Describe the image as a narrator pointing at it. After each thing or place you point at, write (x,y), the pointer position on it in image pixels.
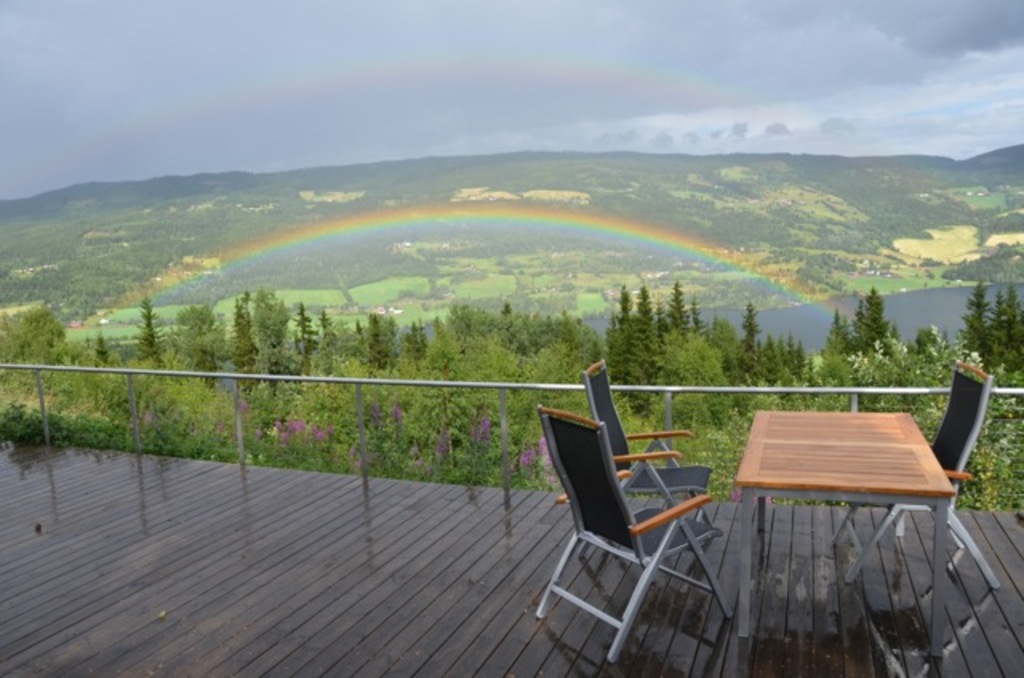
In this image, we can see chairs (564,498) and table (785,477) are on the wooden surface (406,629). Here we can see rod railing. Background (1011,233) there are so many trees (680,341), hills (234,195), water (895,324), rainbows (478,210) and cloudy sky (490,89).
